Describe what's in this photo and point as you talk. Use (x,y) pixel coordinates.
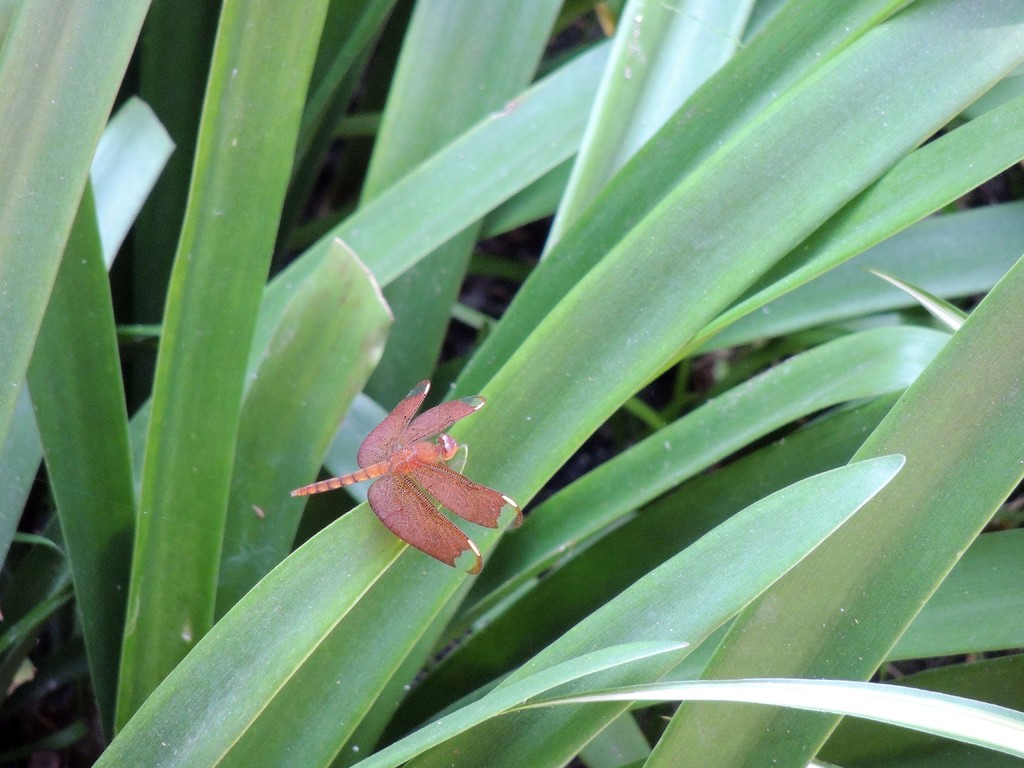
In this picture we can see a dragonfly (381,497) on the leaf (339,547) and behind the dragonfly (395,482) there are some green leaves (420,258).
